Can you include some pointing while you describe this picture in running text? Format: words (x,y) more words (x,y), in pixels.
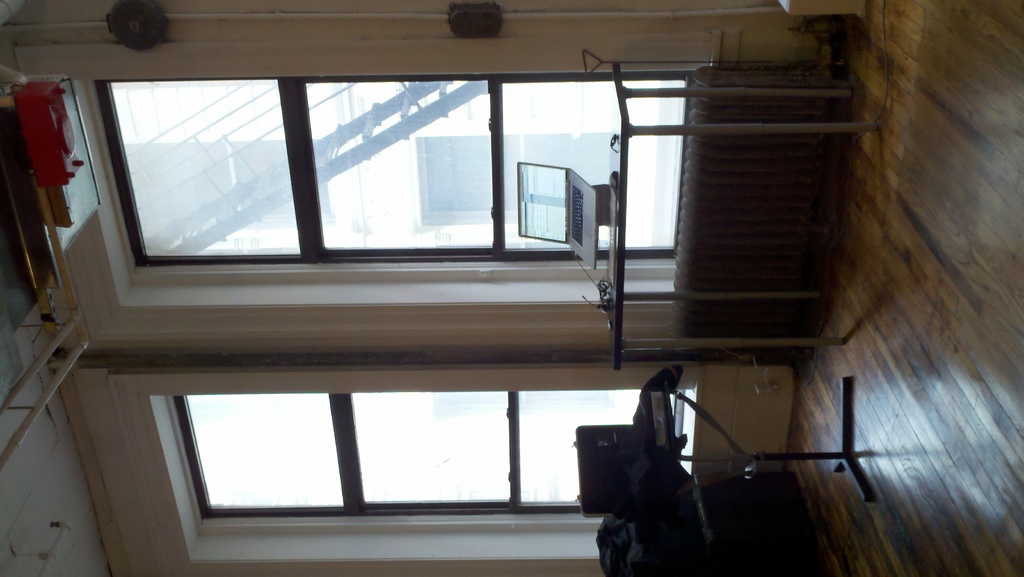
This is an inside view of a room (469,358). Here I can see a table (622,147) which has a laptop (584,207) and some other objects (599,218) on it. I can also see a chair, framed glass wall (484,408) and some other objects (716,290) on the floor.
